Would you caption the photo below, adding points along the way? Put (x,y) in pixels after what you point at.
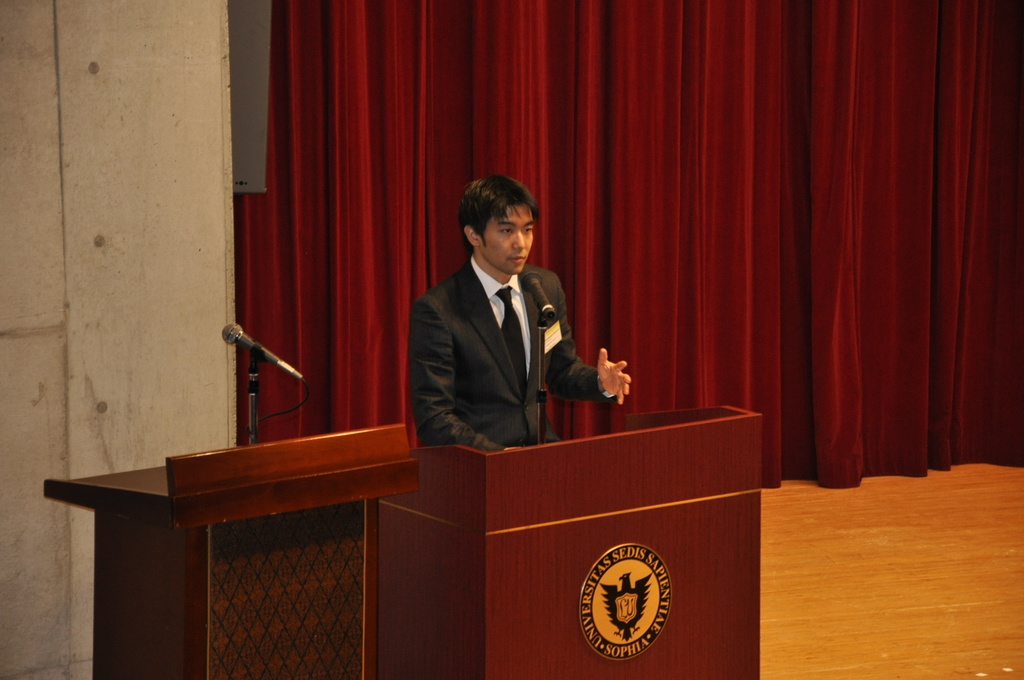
In the center of the image (512,385) there is a person (448,396) standing near a podium (513,497). In the background of the image (281,141) there is a red color curtain (288,138). To the left side of the image (144,170) there is wall (113,380). At the bottom of the image (879,630) there is wooden flooring (849,630).
